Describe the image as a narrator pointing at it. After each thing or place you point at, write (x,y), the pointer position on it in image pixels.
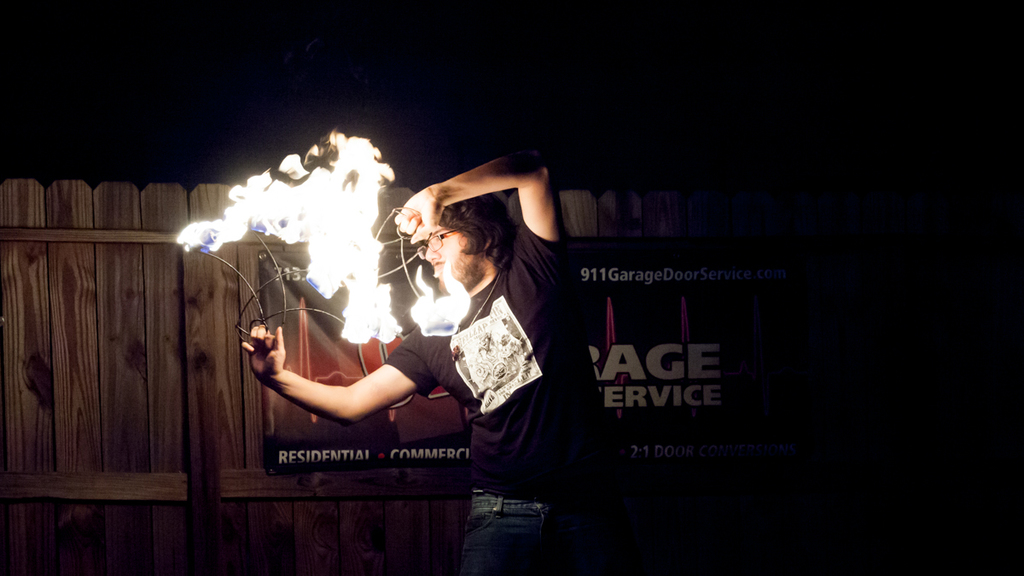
In this image, we can see a person (584,365) is holding an object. Here we can see fire (372,285). Background (294,264) we can see wooden fencing (256,387) and banner (328,428). At the top (487,125) and right side of the image (853,146), we can see the dark view (725,69).
